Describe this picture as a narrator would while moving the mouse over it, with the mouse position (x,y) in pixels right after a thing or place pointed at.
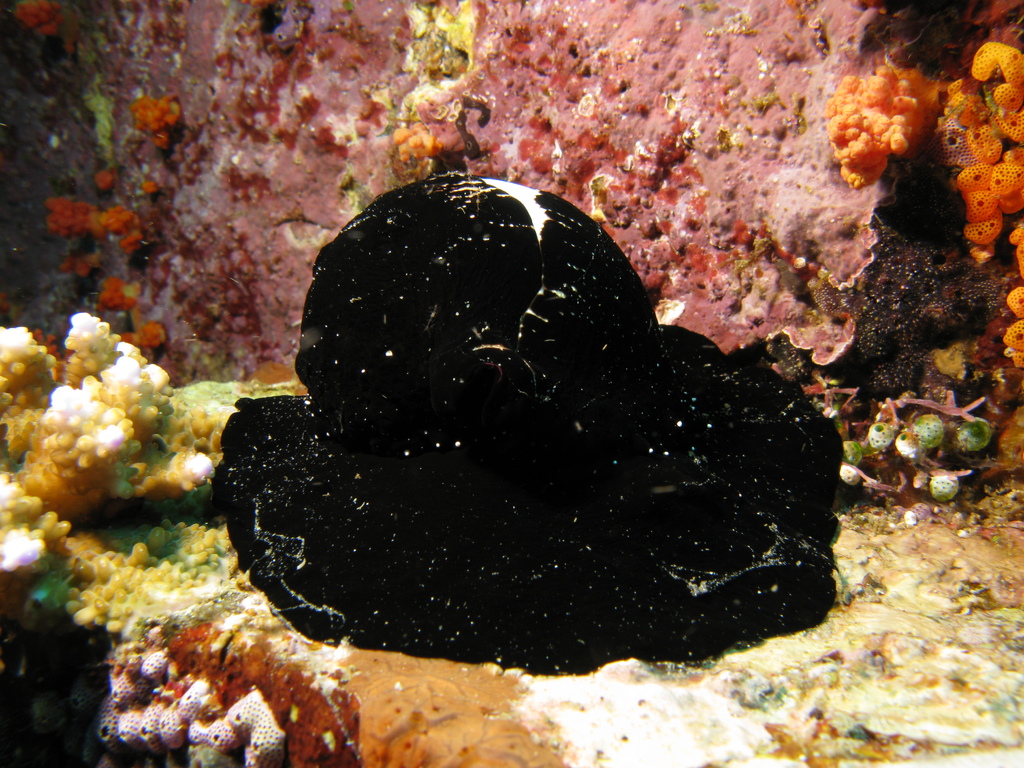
In this image in the foreground (344,520) there are marine species (479,396).
